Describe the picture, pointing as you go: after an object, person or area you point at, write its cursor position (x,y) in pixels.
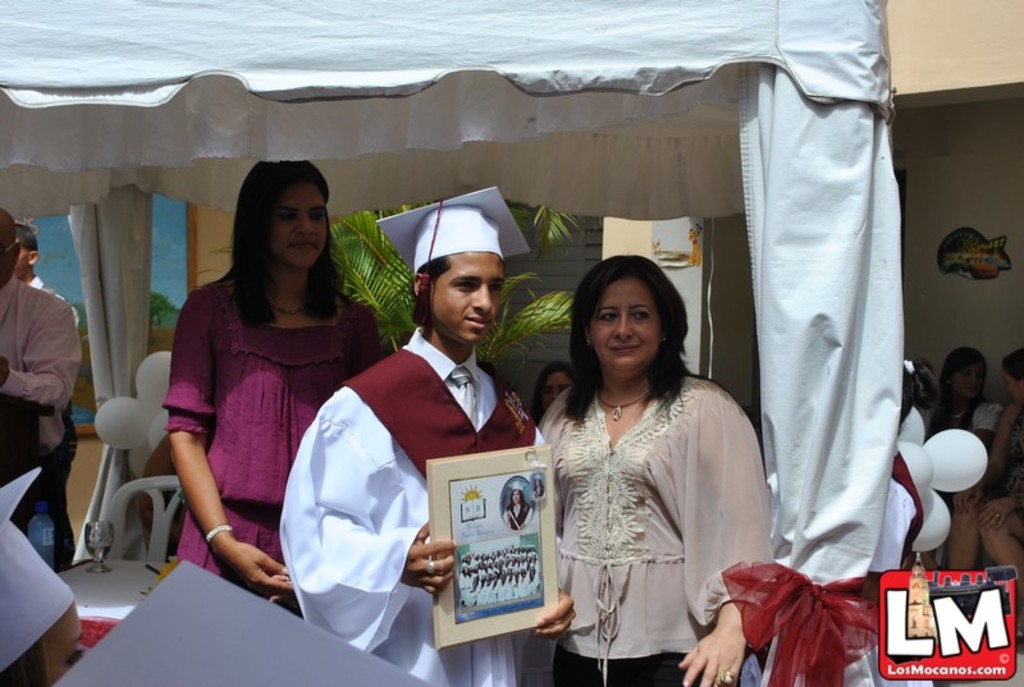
In this image we can see a group of people (236,341) standing. One person (401,450) is wearing dress (418,485) and a cap (462,237) is holding a photo frame (498,552) in his hand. To the left side of the image (153,573) we can see a bottle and a glass (103,559) placed on the table (139,574). In the background (944,389), we can see group of people (958,422) sitting, balloons (938,521), a shed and a plant (540,319). In the bottom of the image (894,646) we can see some text (939,646).
